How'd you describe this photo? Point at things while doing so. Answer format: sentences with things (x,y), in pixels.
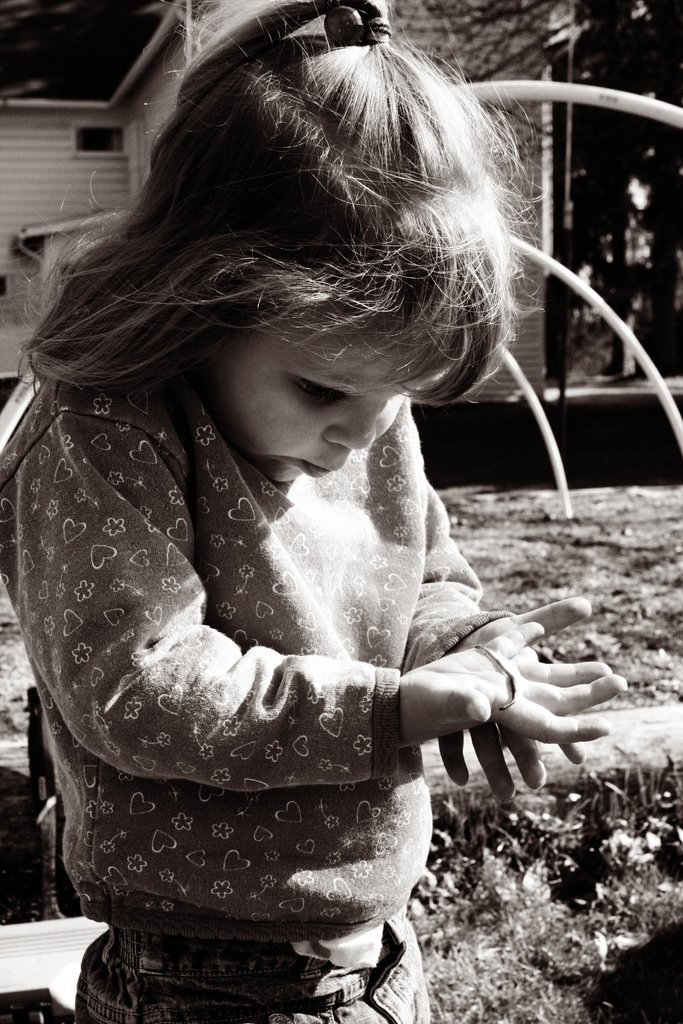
This is a black and white image. In this image, we can see a girl (230,695) is standing and holding an object (513,698). In the background (664,748), we can see plants (625,937), wooden object (617,741), few things (16,417), house (18,126), wall (544,167) and tree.
